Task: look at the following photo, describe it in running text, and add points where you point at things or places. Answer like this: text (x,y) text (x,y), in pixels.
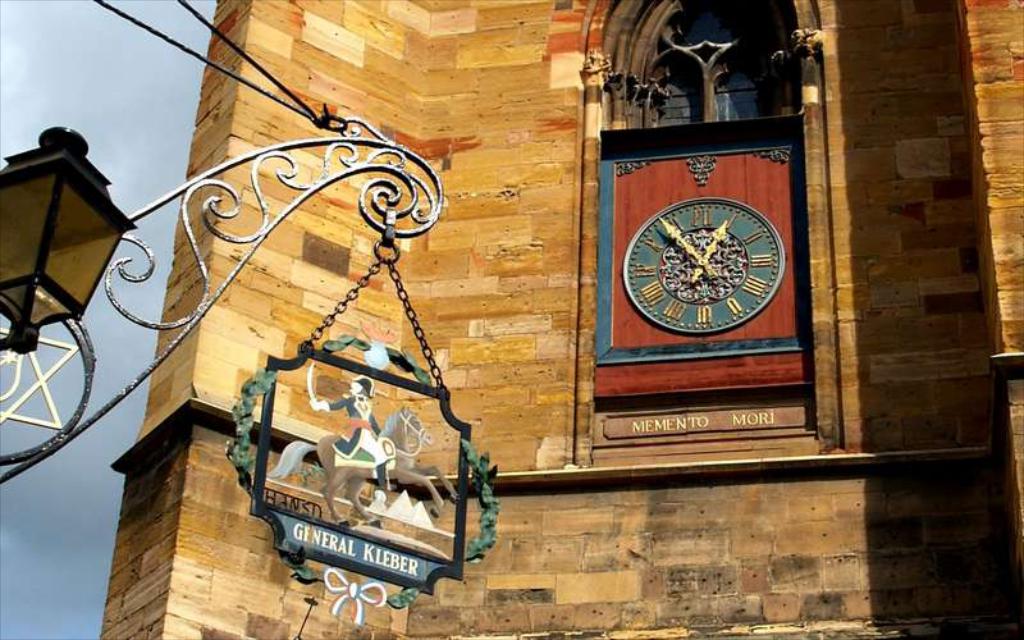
There is a brick wall (456,149). On the wall (684,571) there is a clock (681,223), arch (675,63) and something is written. On the left side (137,318) there is a stand (267,228) with something chained on that. On that there is a statue (357,486) of a person (326,405) sitting on horse (357,486). Also there is a light (104,237). In the back (105,76) there is sky (83,68).
